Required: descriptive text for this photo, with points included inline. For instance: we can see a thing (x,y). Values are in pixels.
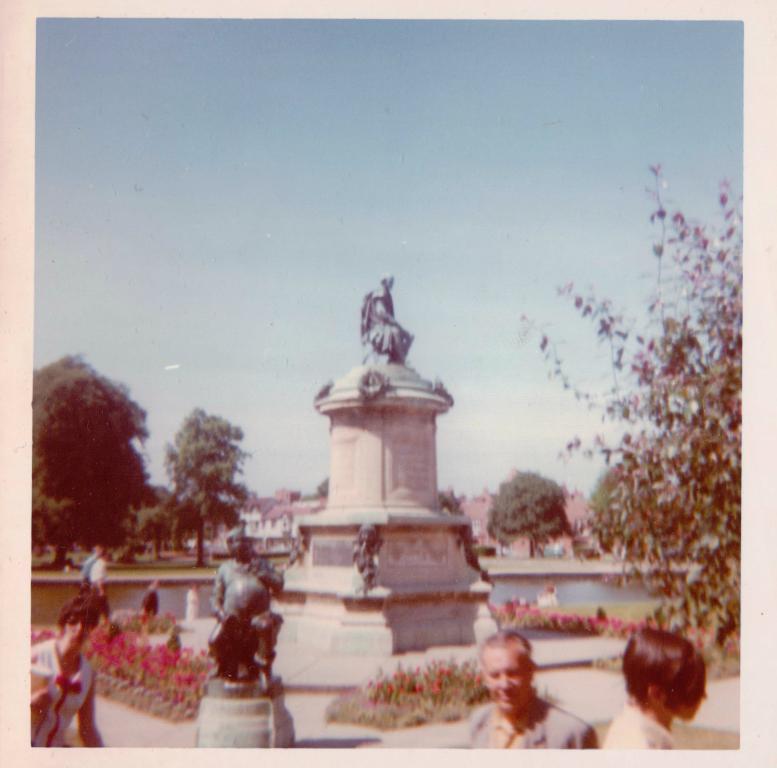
In this image, we can see the photocopy of a few people (508,662), trees (714,375), statues (402,431), houses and some water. We can also see the sky (379,273).
